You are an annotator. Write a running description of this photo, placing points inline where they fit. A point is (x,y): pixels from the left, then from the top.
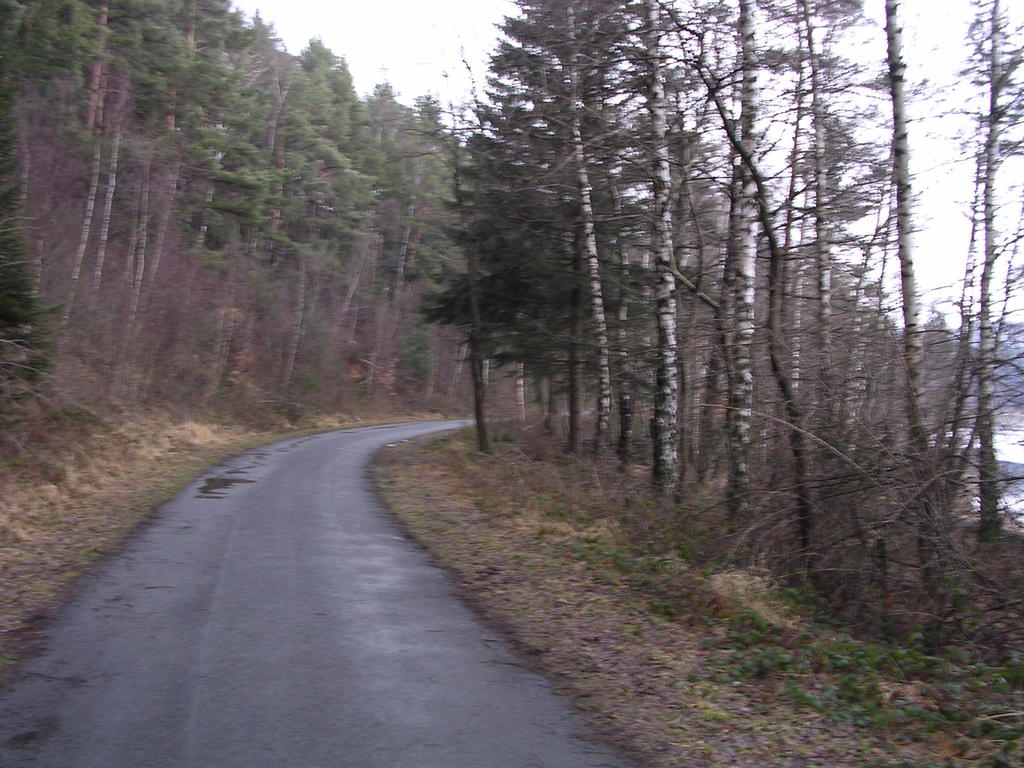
This image consists of grass (618,586), plants (867,618), trees (213,372), stones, some object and the sky (493,24). This image is taken may be on the road (343,538).
